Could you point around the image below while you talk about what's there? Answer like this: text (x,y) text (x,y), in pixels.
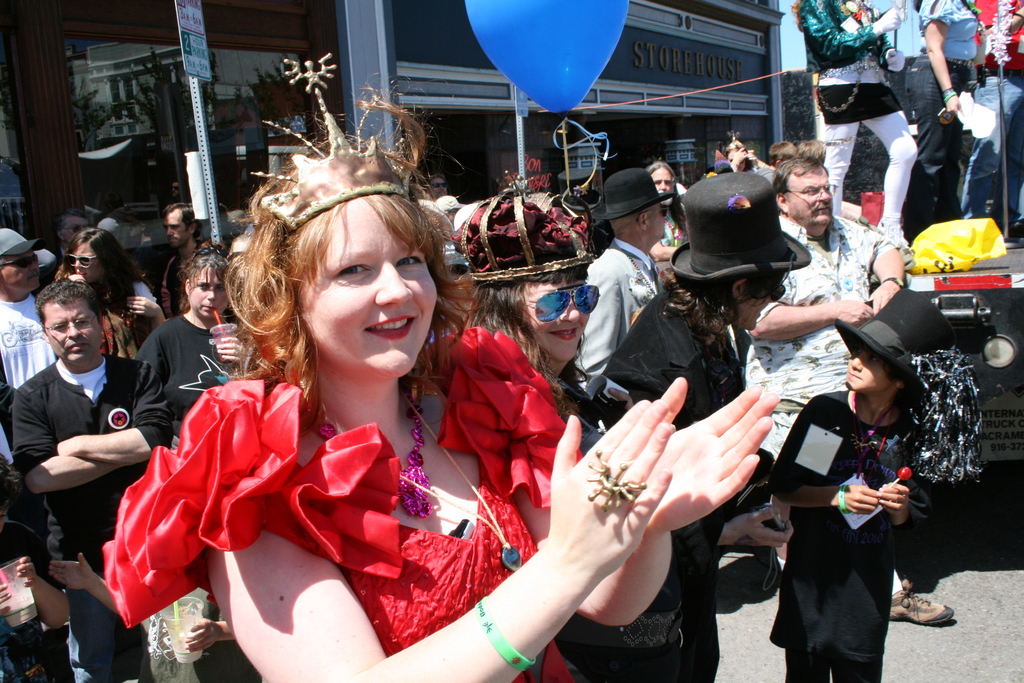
In this image there are people (387,355). The lady (573,367) standing in the center (370,383) are wearing crowns (378,169). There is a balloon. In the background (547,184) we can see buildings (368,127) and there is a board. On the right (1005,310) there is a vehicle (993,341).
